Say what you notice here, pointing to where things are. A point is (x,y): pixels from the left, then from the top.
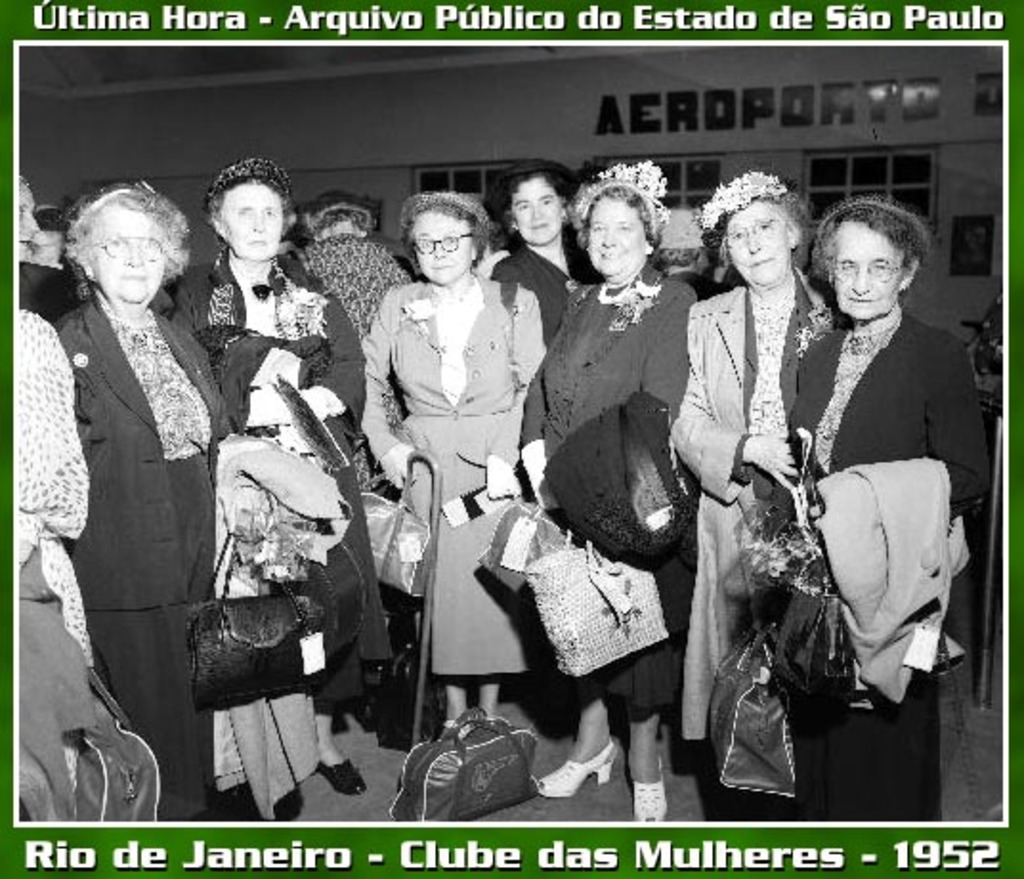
This is a poster (646,836). In this image there are group of people (943,381) standing and holding the bags (374,532). At the back (330,138) there is a text (702,124) on the wall (560,86) and there are windows (914,203) and there are frames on the wall (963,142). On the right side of the image (991,350) there is an object (992,684). At the top (546,17) and at the bottom of the image (982,862) there is a text (956,855).
